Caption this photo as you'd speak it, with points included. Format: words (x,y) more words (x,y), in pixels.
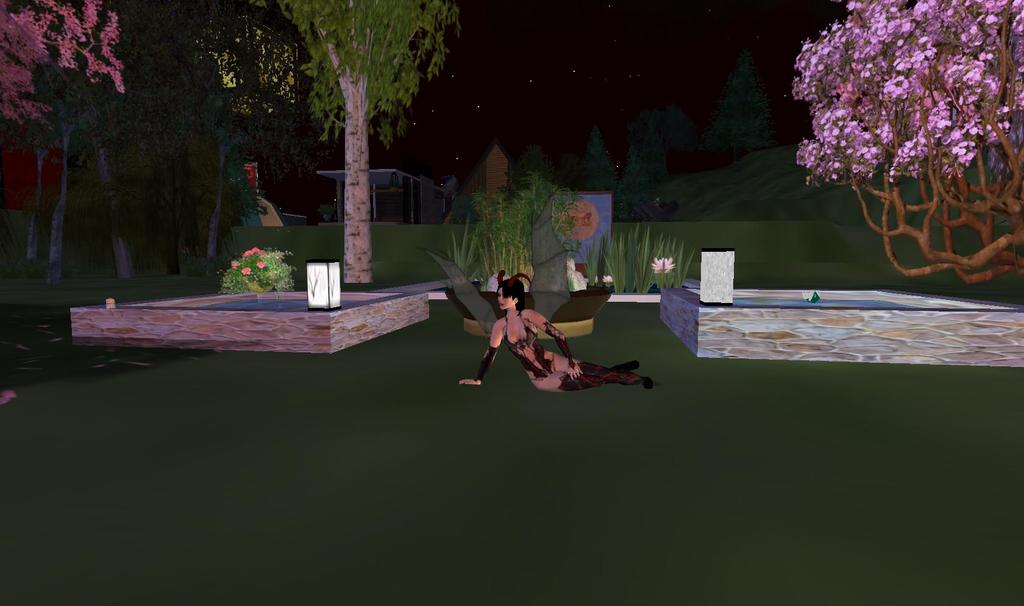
In this picture, we can see an animated image, we can see a lady (462,380) on the ground (435,345), trees (660,132), plants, buildings (423,193), and the dark sky (581,77).
